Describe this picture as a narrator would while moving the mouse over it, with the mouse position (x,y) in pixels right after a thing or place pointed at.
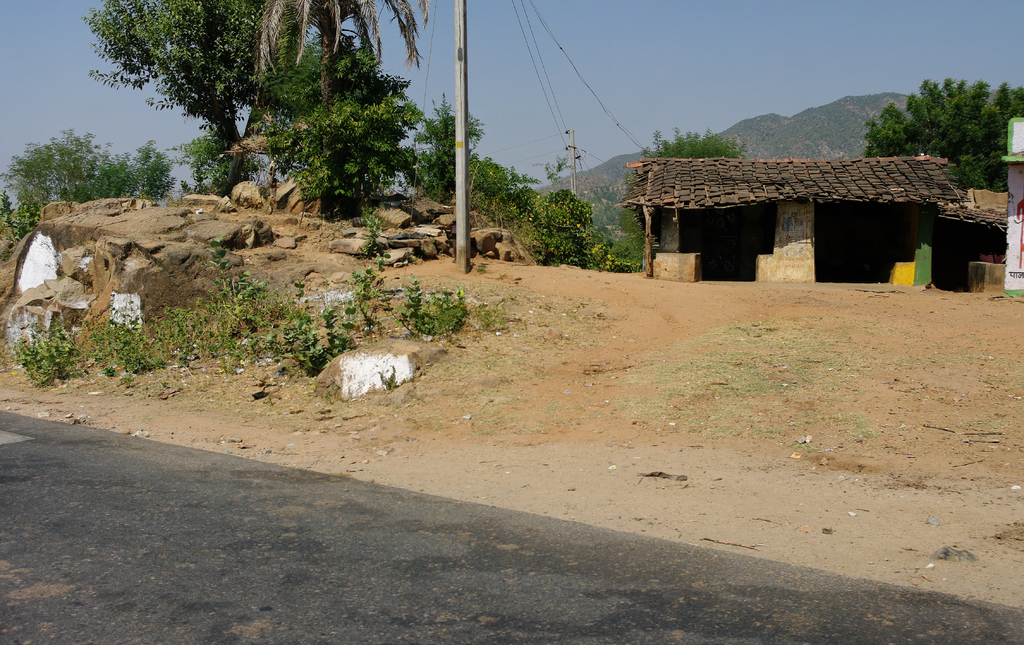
In this image I can see a house (740,193) beside the house (807,193) I can see a pole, tree (317,155), stones (86,215) and back side of the house (849,187) I can see the sky (704,71) and tree (396,149) and hill (848,117) and cable wire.
